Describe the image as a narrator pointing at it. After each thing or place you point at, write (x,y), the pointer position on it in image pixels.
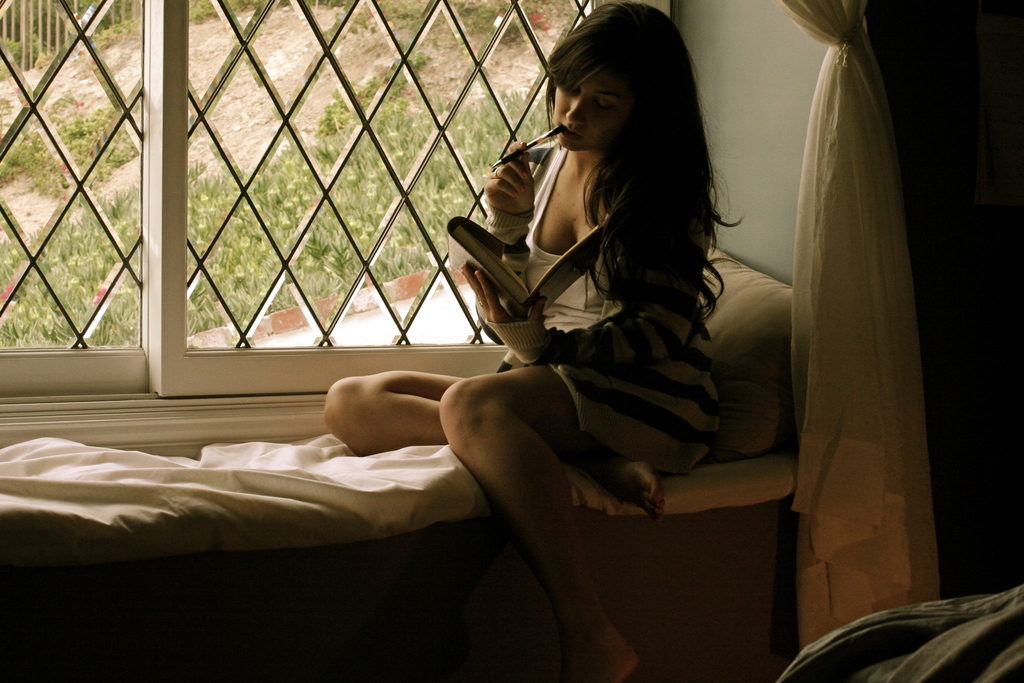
In this image we can see a girl (632,287) is sitting on bed (574,472). She is holding book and pen (554,136). And wearing white color dress (589,303). Behind her glass window (286,237) is there. Behind the window (326,172) plants (414,128) are present. Right side of the image (902,341) curtain (868,363) and pillow (782,331) is there.
